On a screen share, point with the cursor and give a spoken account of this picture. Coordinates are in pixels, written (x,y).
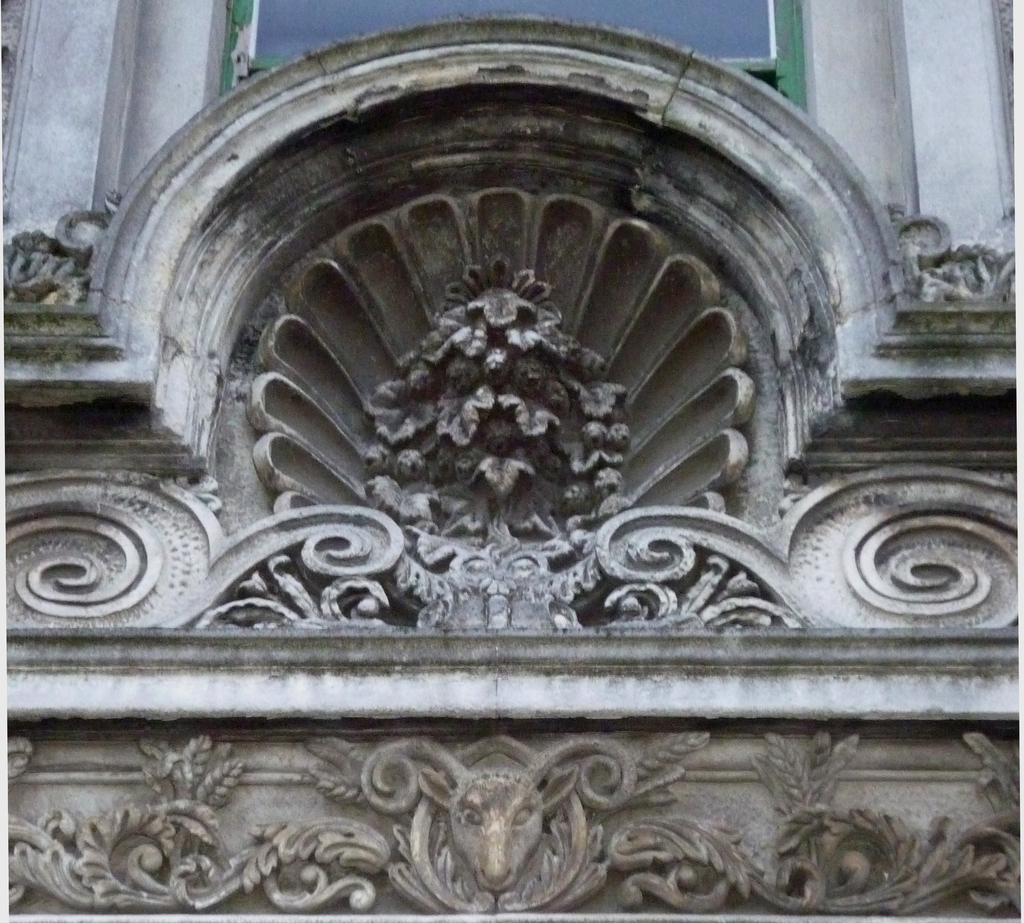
In this picture we can observe a architecture (438,483) of the building (485,404) from the outside. And above this architecture (588,315) there is a window (715,42).
